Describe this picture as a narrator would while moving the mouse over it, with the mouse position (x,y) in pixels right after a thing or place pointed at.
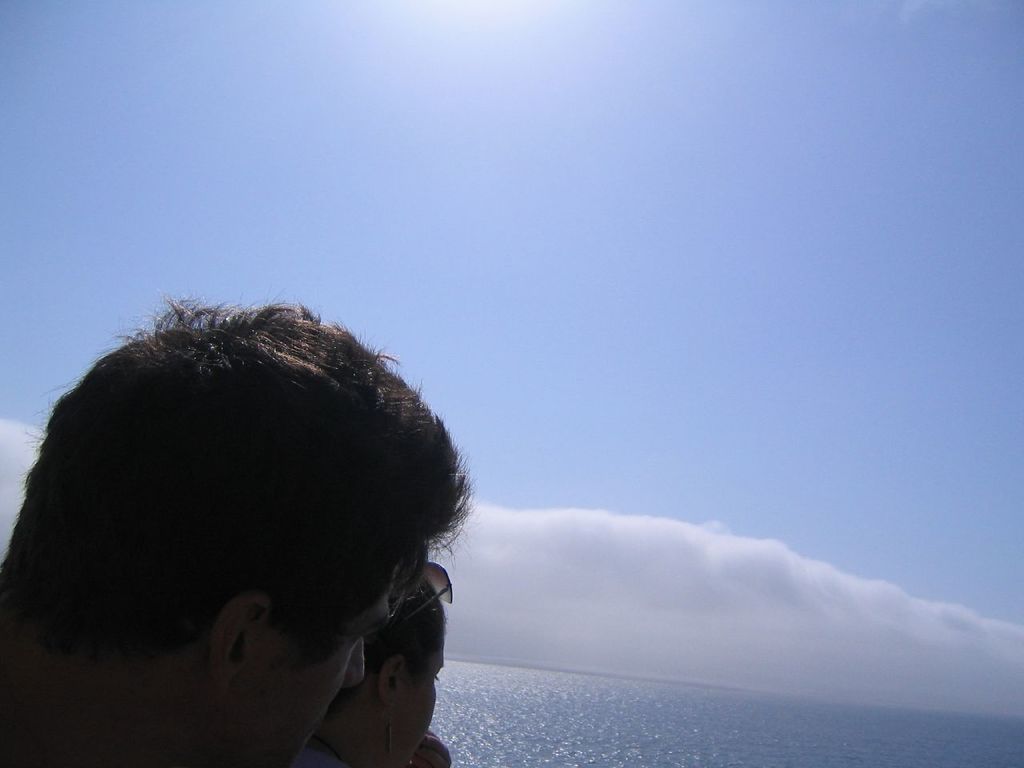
In the bottom left corner of the image (112,672) few people (376,423) are standing and watching. Behind them there is water (1006,766). At the top of the image (705,58) there are some clouds (10,478) and sky (730,25) and there is sun (481,12).
